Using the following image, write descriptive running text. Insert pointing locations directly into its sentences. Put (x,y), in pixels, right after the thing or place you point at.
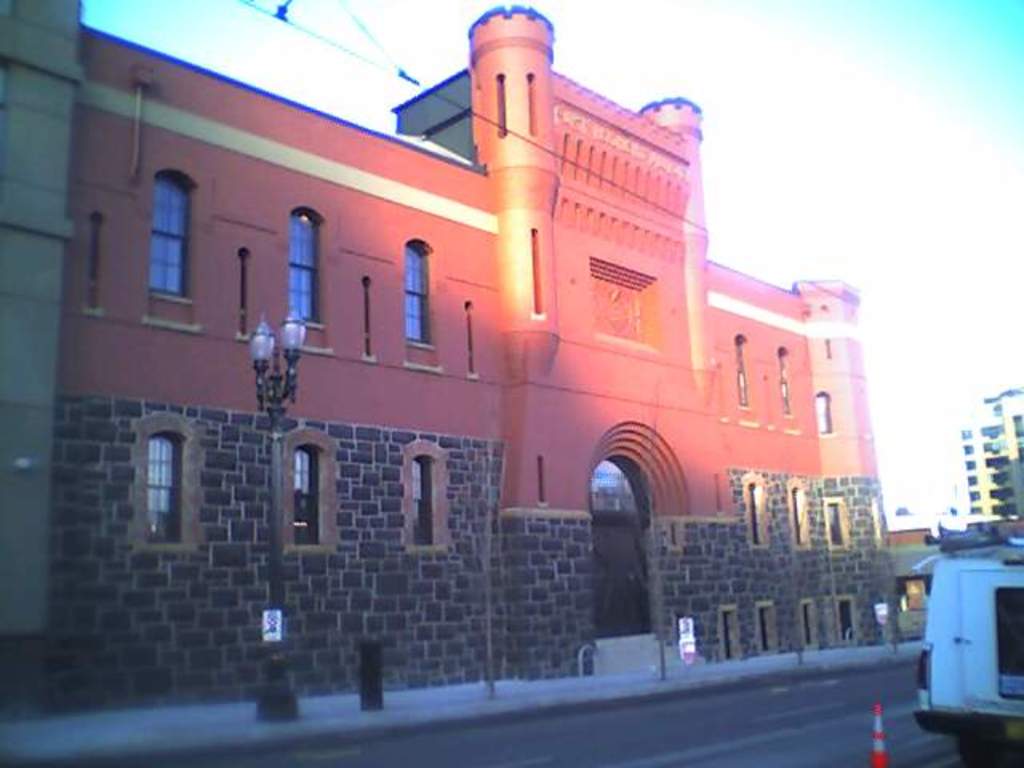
In this image I can see the road (787,717), a vehicle (984,688), the sidewalk (377,711), few poles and few buildings (732,455). In the background (864,40) I can see the sky (831,83).
